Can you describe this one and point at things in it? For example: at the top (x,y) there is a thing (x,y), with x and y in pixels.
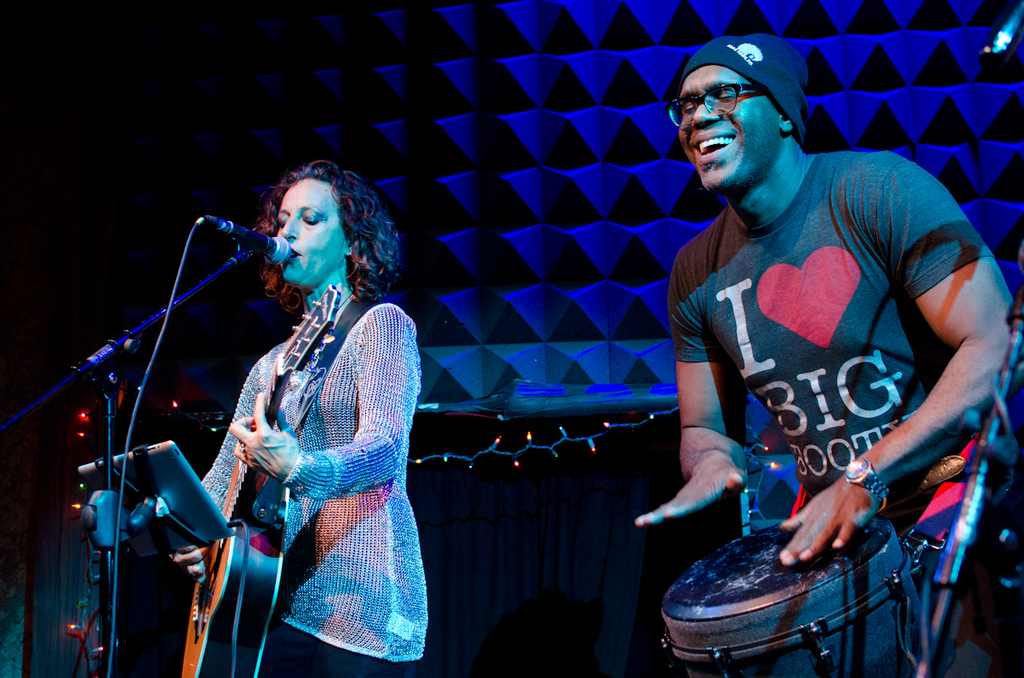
In this image there are two people (712,396). The man (712,396) is playing the musical instrument (760,560). There is a mic (256,242) and a stand (249,250).
